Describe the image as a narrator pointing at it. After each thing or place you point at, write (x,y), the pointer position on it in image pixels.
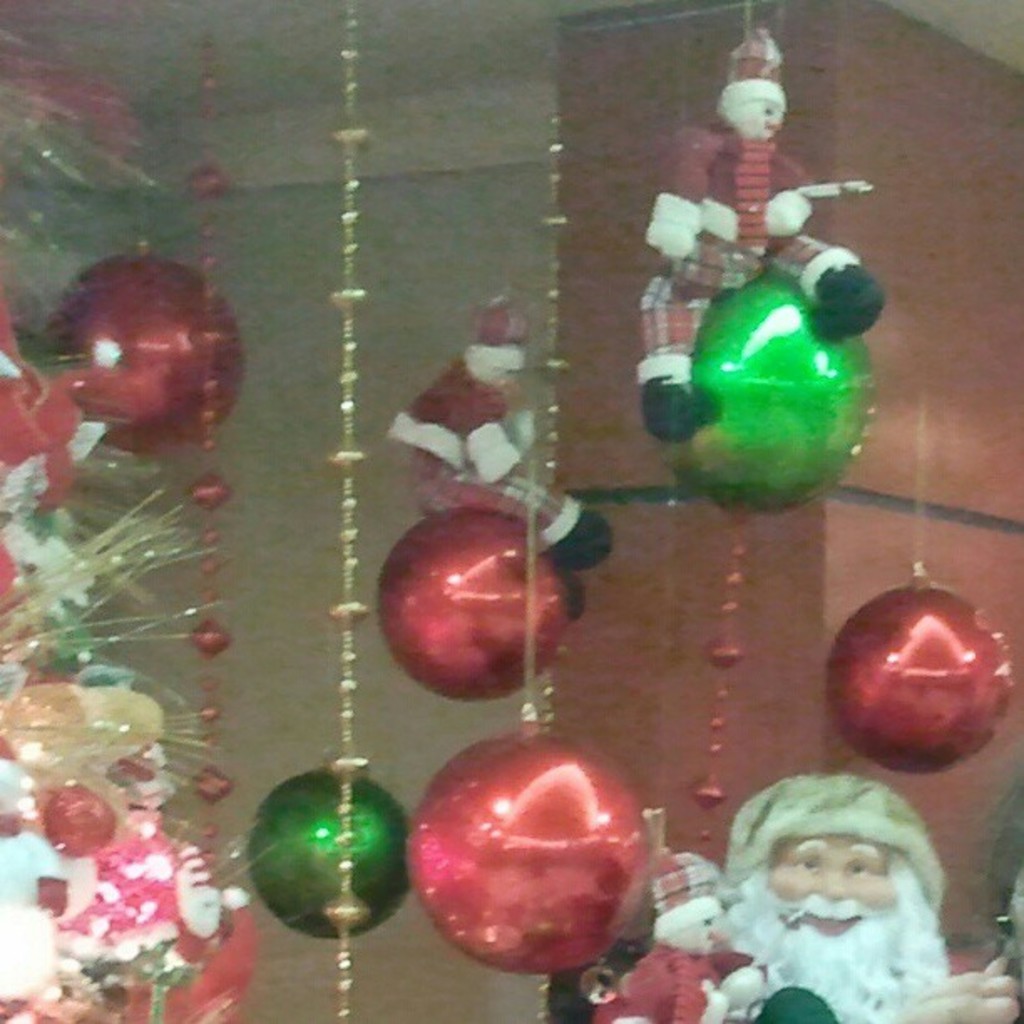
In this picture I can see few soft toys (681,264) hanging and few decorative balls (201,322) and a Santa Claus statue (782,980) and few flowers (95,621) on the side.
